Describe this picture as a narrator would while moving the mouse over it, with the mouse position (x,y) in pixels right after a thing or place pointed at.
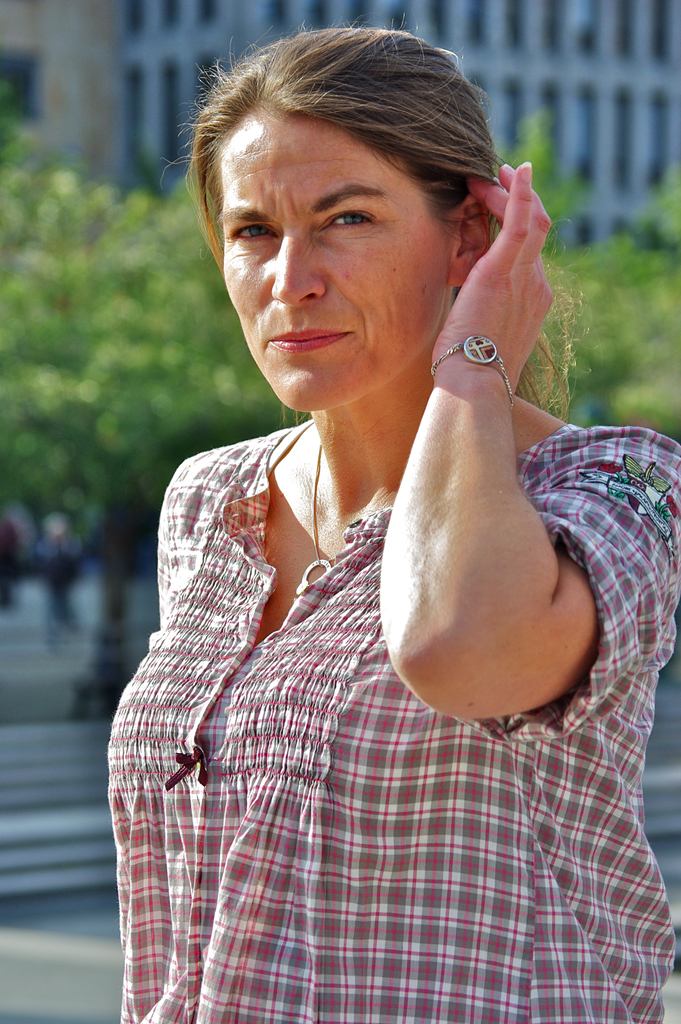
In the image there is a woman (343,396), she is posing for the photo and the background of the woman (567,610) is blur.
